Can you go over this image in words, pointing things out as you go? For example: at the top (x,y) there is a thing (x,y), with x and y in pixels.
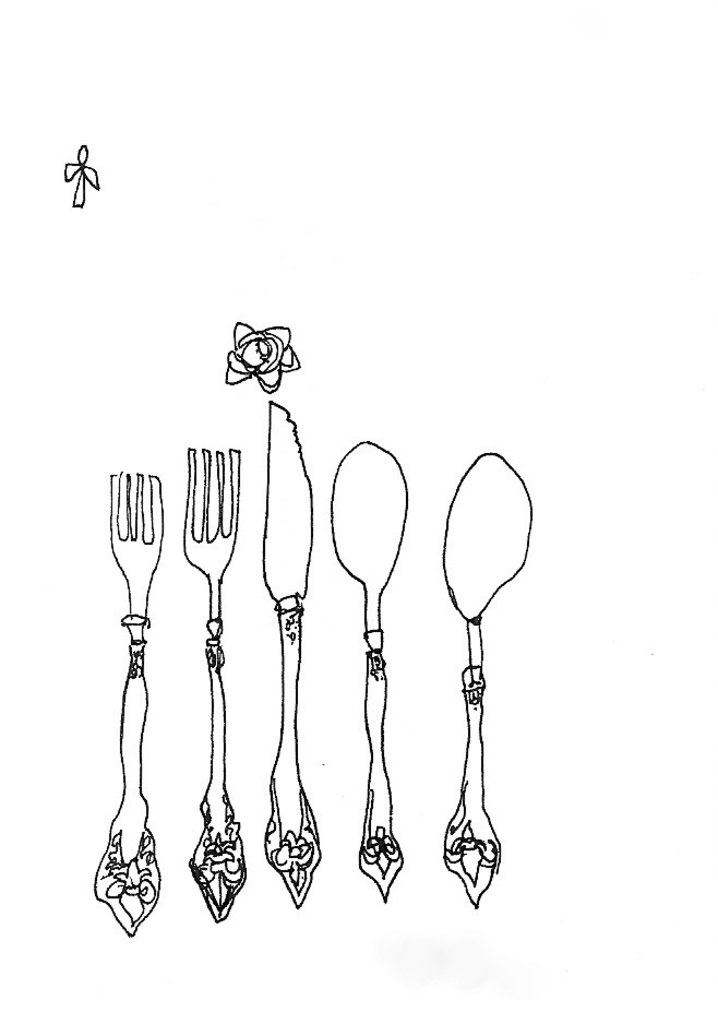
In the image we can see a drawing (266,53).
